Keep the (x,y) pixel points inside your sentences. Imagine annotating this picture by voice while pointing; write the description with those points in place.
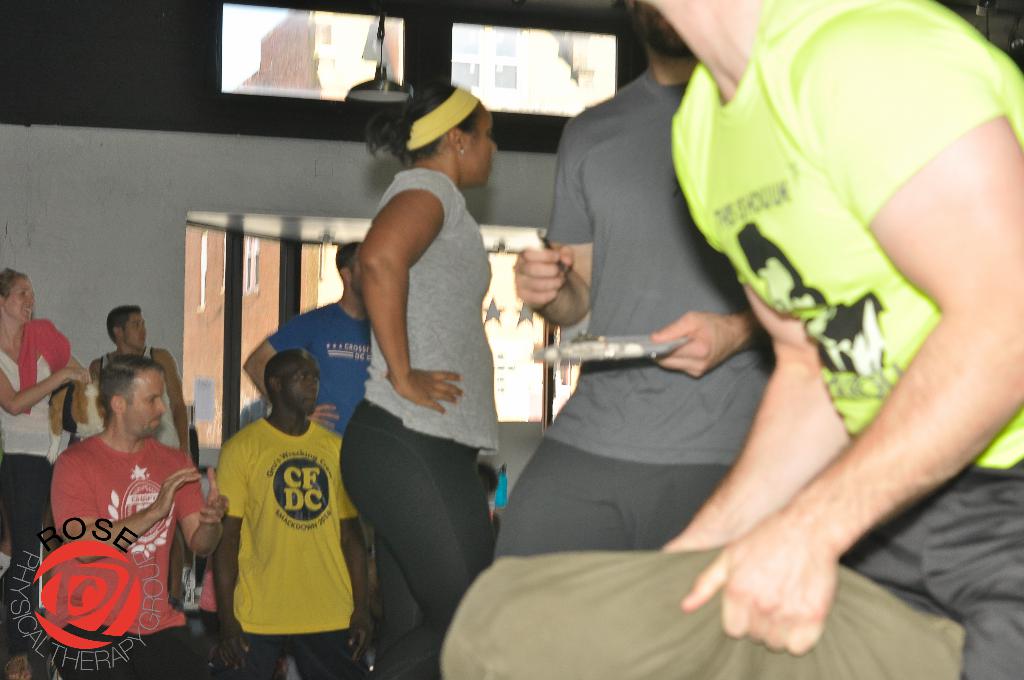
As we can see in the image there is a wall (153,285), windows (228,276) and few people (464,351) here and there.
